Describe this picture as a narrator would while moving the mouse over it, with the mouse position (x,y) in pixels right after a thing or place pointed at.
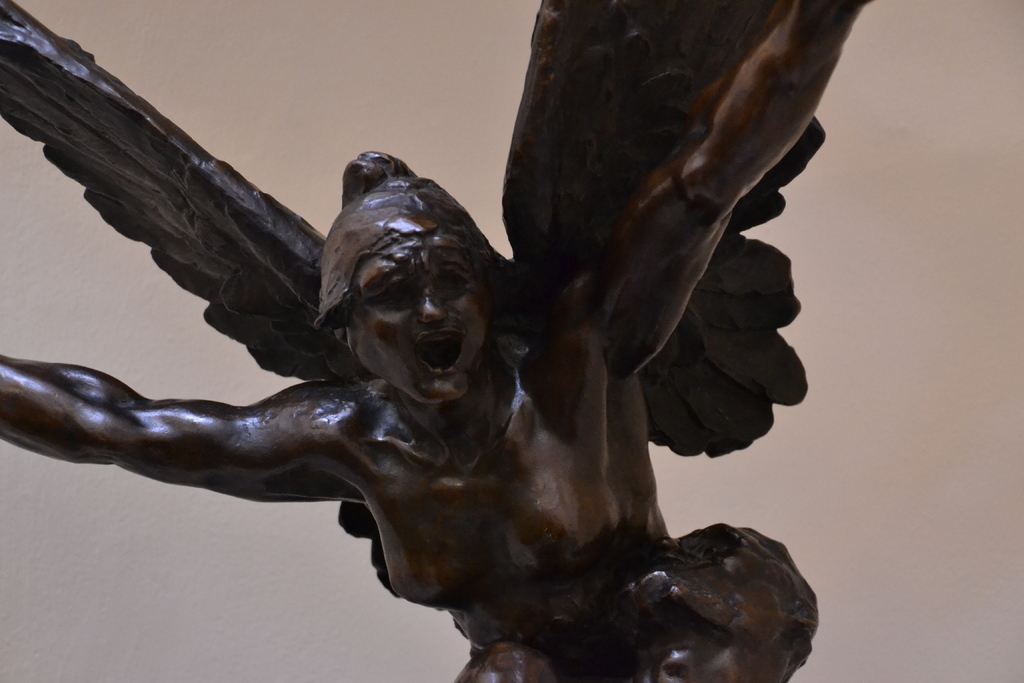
The picture consists of a sculpture (356,407). In the background (249,115) it is wall (111,549).
